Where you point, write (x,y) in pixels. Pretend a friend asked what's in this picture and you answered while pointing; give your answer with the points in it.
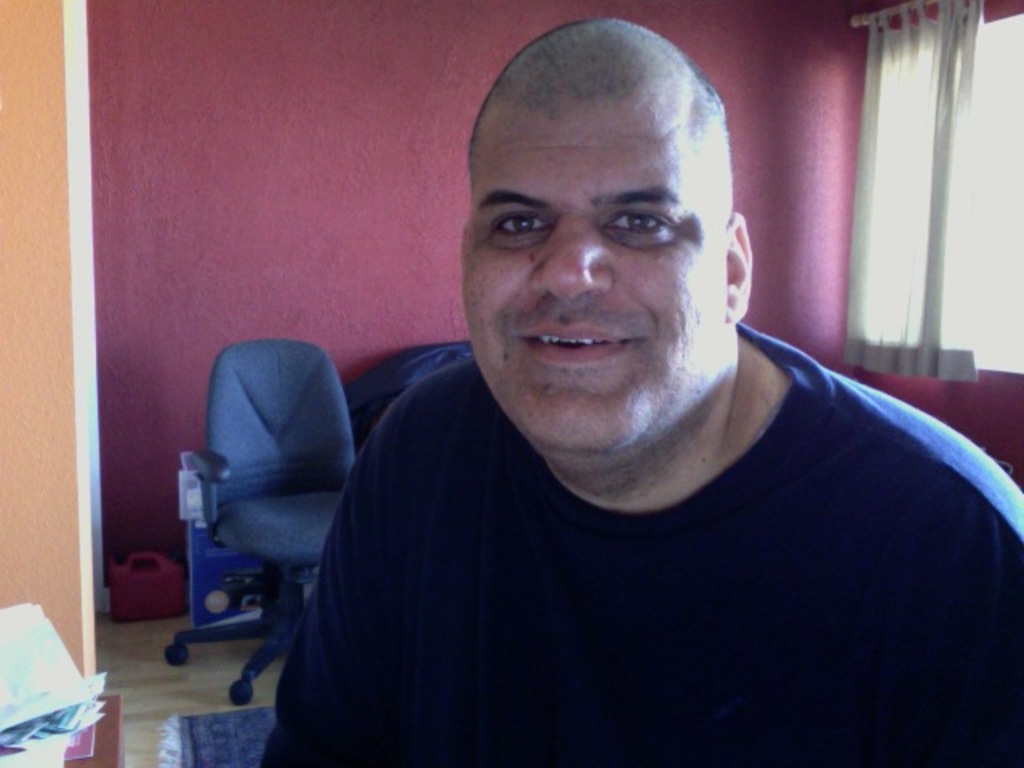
In this picture there is a person (706,581) wearing black T-shirt (704,556) and there is a table (67,767) beside him which has few objects (44,700) placed on it and there is a chair (255,464) and some other objects (347,388) in the background (266,450) and there is a curtain (924,202) in the right corner (905,150).
